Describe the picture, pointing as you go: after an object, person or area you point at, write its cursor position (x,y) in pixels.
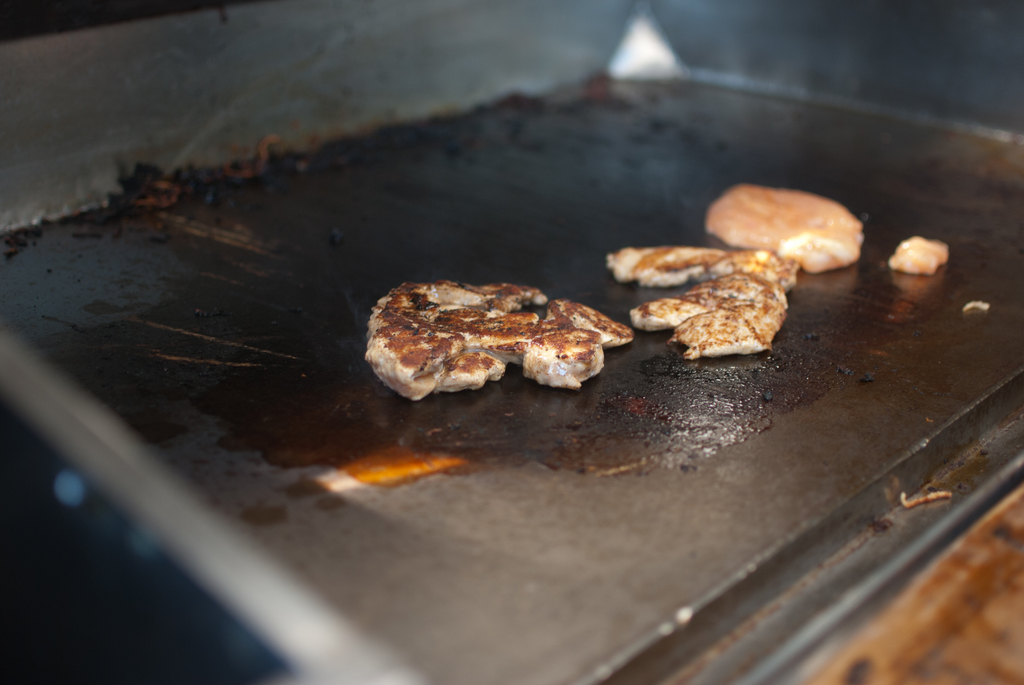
In the picture we can see a tray (499,457) with a black in color and some pieces of meat (657,284) on it.
